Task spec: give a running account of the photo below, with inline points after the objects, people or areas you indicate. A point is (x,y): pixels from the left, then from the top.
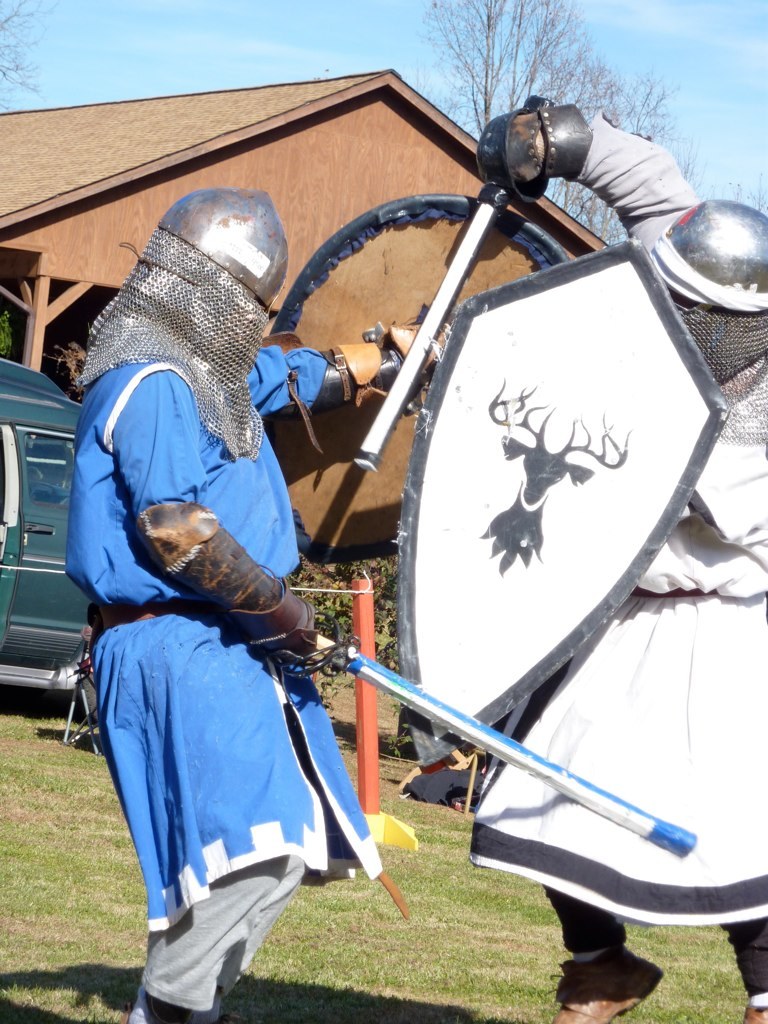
In this image, we can see two people (647,753) are fighting using weapons (376,420) and shields (496,393). They wore a helmet (727,278). At the bottom (471,950), we can see a grass (388,961). Background (15,590) there is a vehicle (34,586), house (203,159), plants (385,632), pole (363,601). Top of the image (586,103), we can see bare trees (506,94) and sky (519,86).
